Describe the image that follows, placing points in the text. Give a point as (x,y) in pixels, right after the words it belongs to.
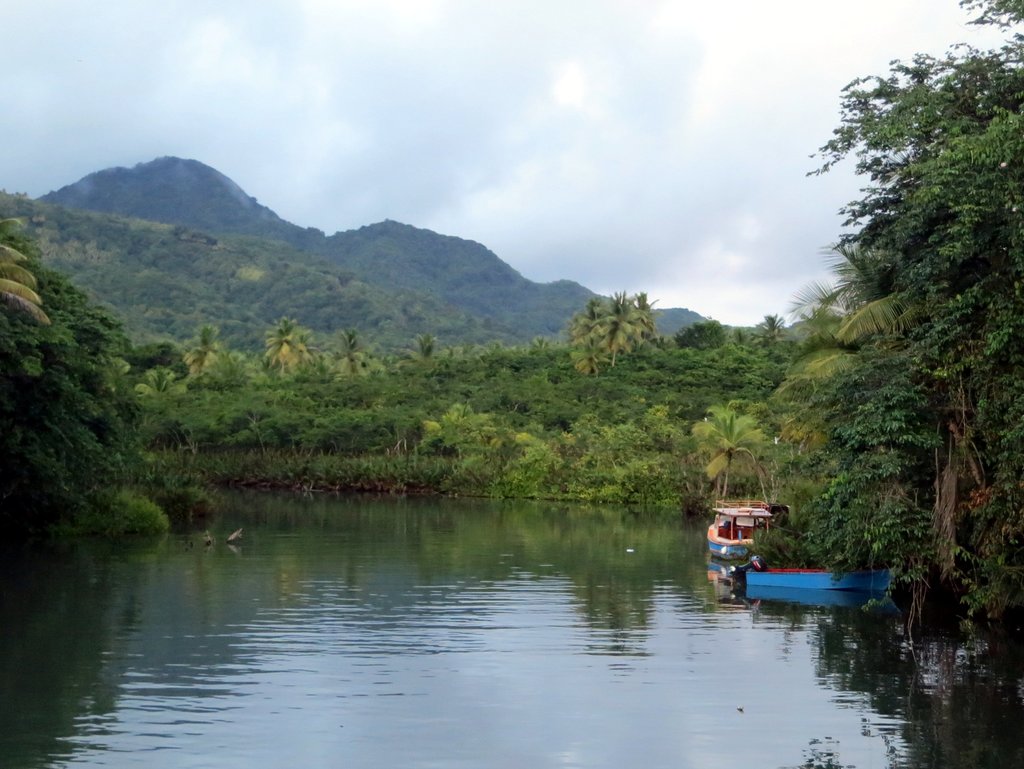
In this picture we can see there are two boats (725,545) on the water (697,555). Behind the boats (730,516) there are trees (500,400), hills (415,271) and the cloudy sky (542,126).
